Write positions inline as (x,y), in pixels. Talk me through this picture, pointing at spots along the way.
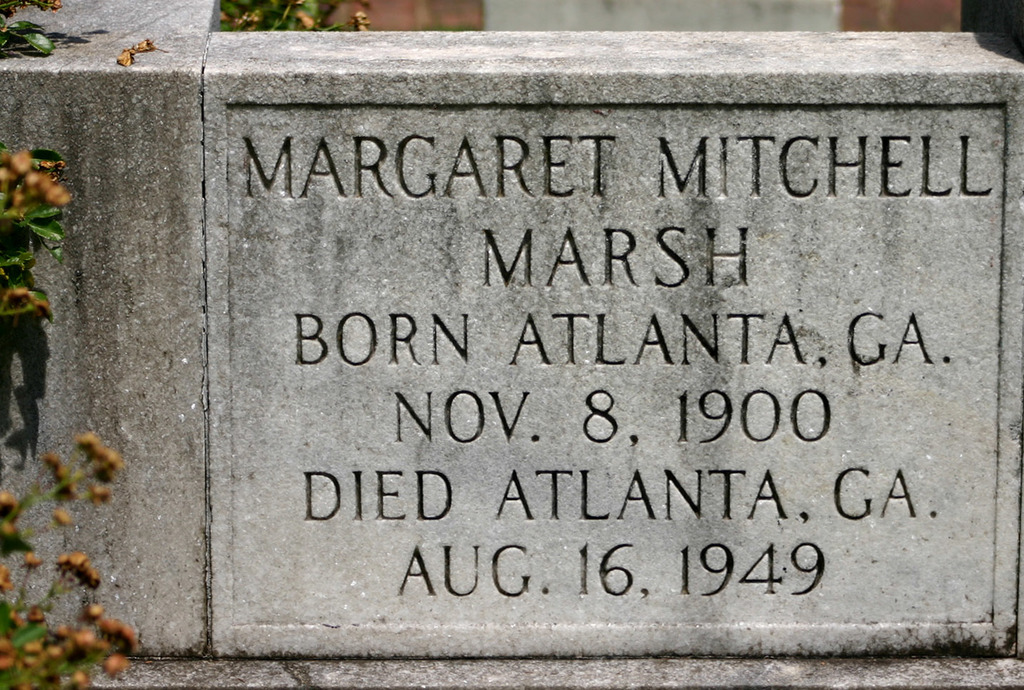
In this image we can see a memorial stone (613,424). On the left side of the image (18,679) we can see leaves (49,45) and buds (27,289).
